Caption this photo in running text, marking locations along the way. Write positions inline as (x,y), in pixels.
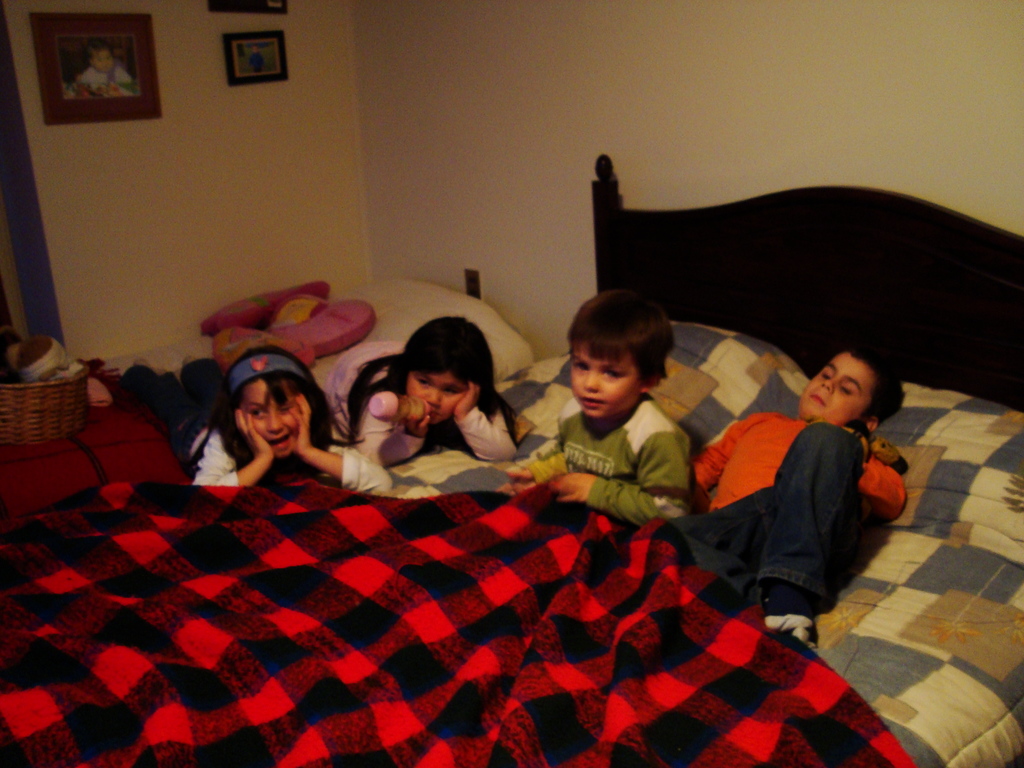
This picture is clicked in a room (275,295). Here, we see four children (284,355) lying on bed (990,473). We even see red bed sheet (417,509) on the bed (353,647). Behind them, we see a white wall (475,108) on which three photo frames (252,72) are placed.
